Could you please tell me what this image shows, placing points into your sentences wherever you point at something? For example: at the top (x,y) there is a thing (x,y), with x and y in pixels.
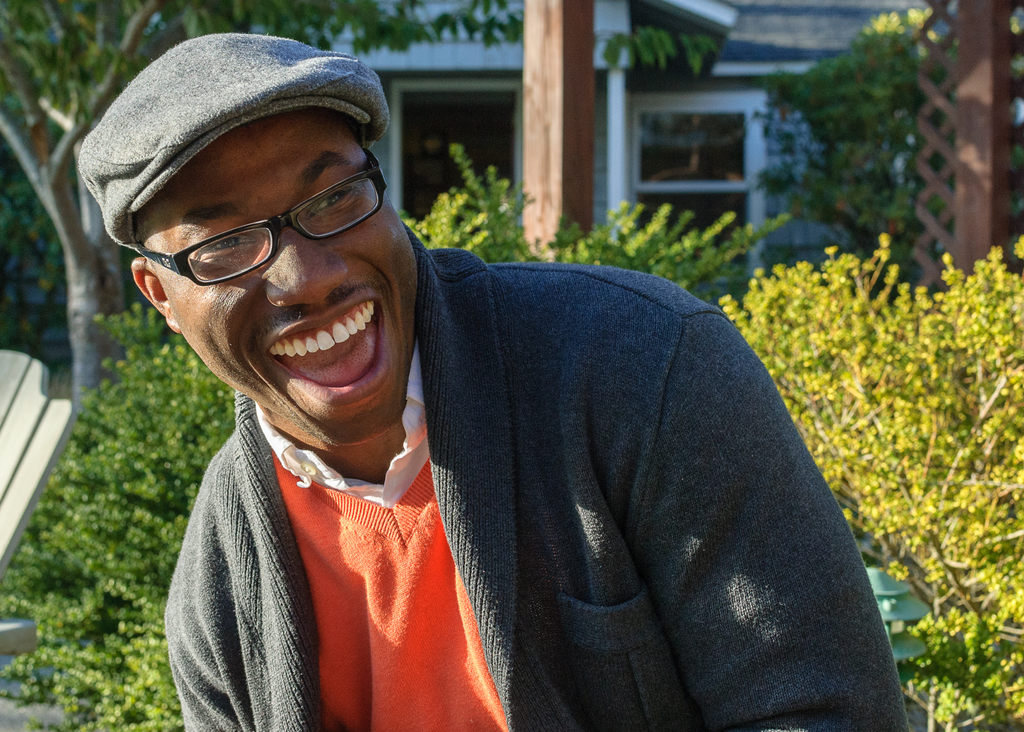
In this image, I can see the man (508,556) smiling. This looks like a wooden pole (554,194). I can see the trees (138,522). In the background (507,118), that looks like a house (740,57) with the glass doors (670,146). On the left side of the image (27,477), I think this is a chair (23,464).
